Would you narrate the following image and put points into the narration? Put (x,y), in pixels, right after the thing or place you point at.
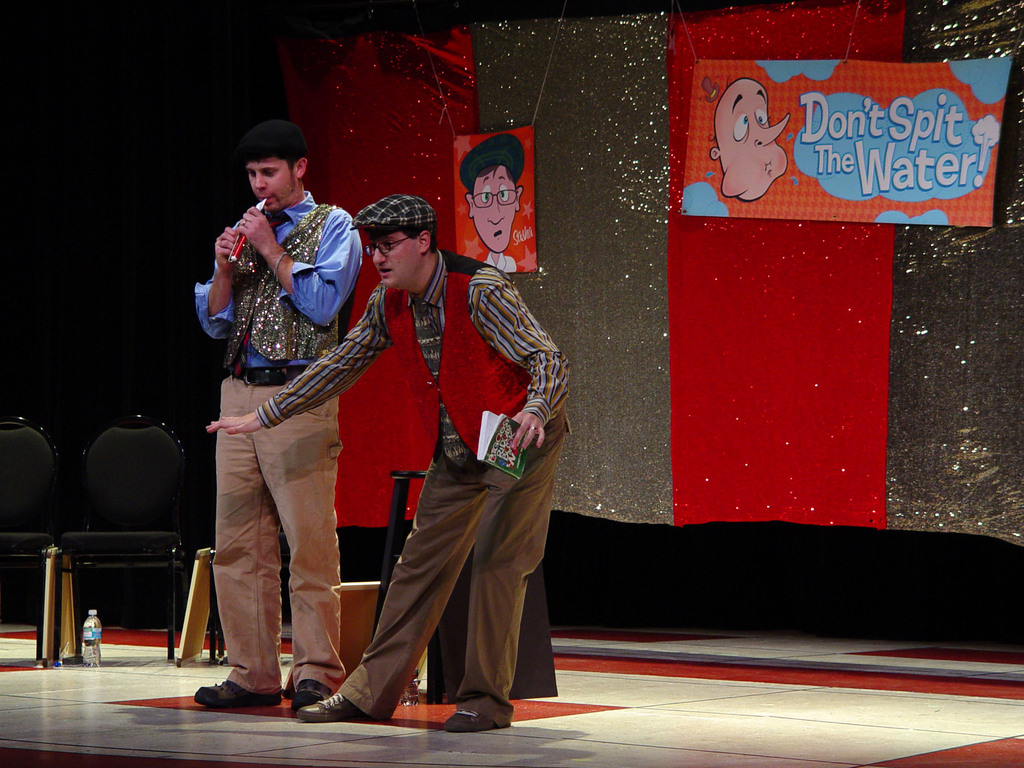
In this image there is a person (464,376) holding a book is standing on the stage (124,630), beside the person (415,350) there is another person (347,295) holding some object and blowing with his mouth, behind them there is a banner (740,175), beside the banner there are chairs (140,475), in front of the chairs (126,485) there is a bottle of water (91,662).
